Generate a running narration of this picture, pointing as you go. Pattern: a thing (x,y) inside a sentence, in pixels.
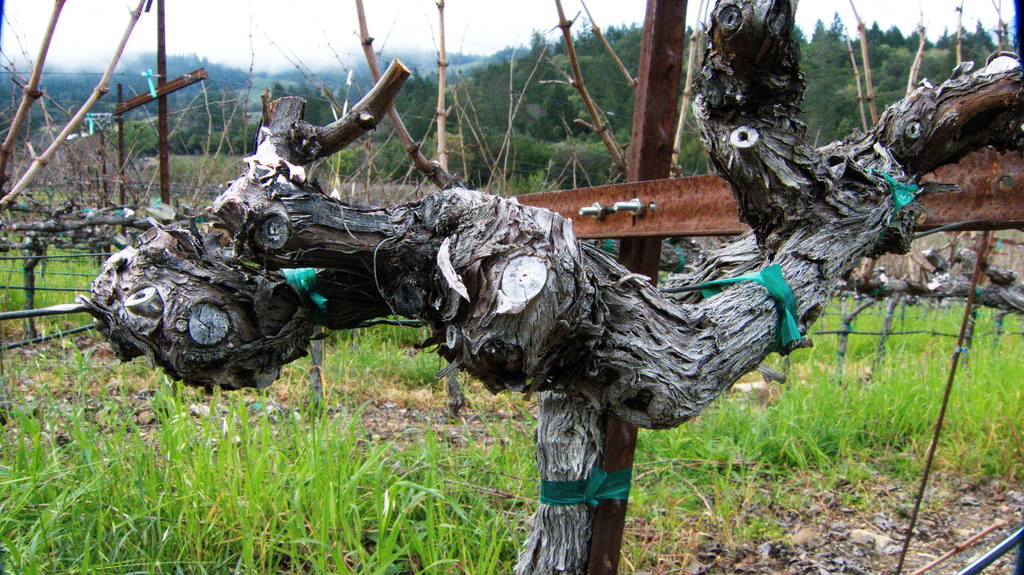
In this picture I can see tree trunk (583,550), fencing (591,228), grass (50,299) and trees (28,236).
